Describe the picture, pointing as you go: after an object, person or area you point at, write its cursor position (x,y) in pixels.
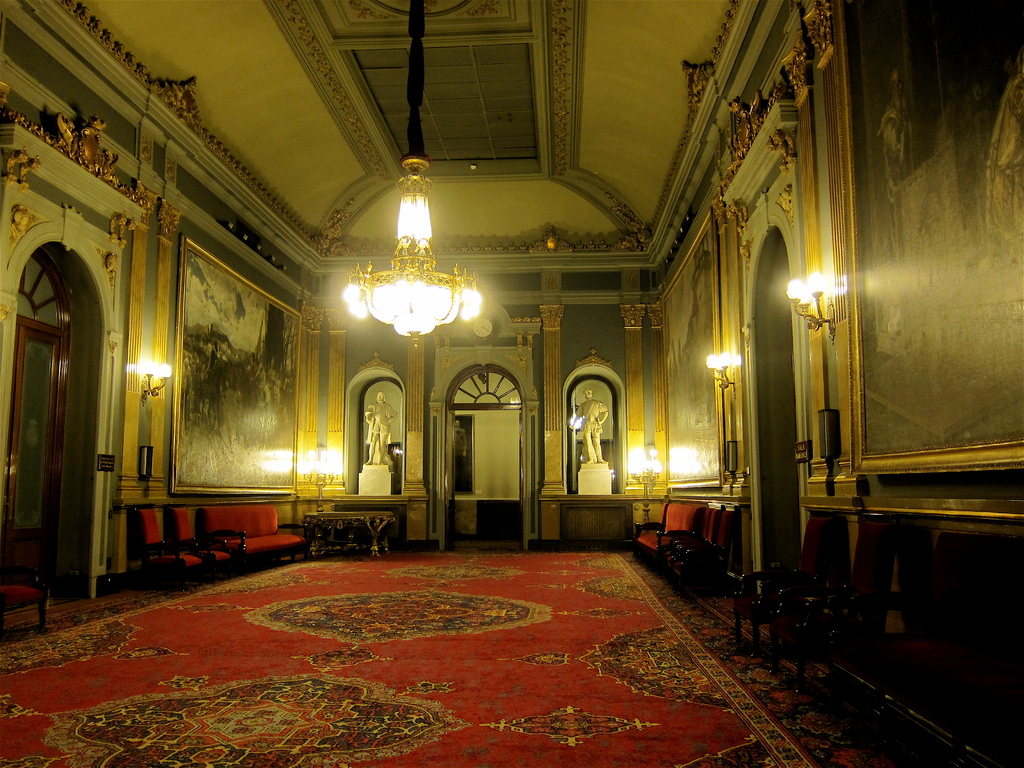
In the picture it looks like a palace (404,415), room (404,415) in the palace (453,460) there are lights (736,361) and chairs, sculptures (385,409) there are also big photographs (280,460) stick to the wall (650,369) there are lot of carvings (101,124) in the background (489,435) there is a door (476,408) and inside the door (501,405) there is another room (476,468).
